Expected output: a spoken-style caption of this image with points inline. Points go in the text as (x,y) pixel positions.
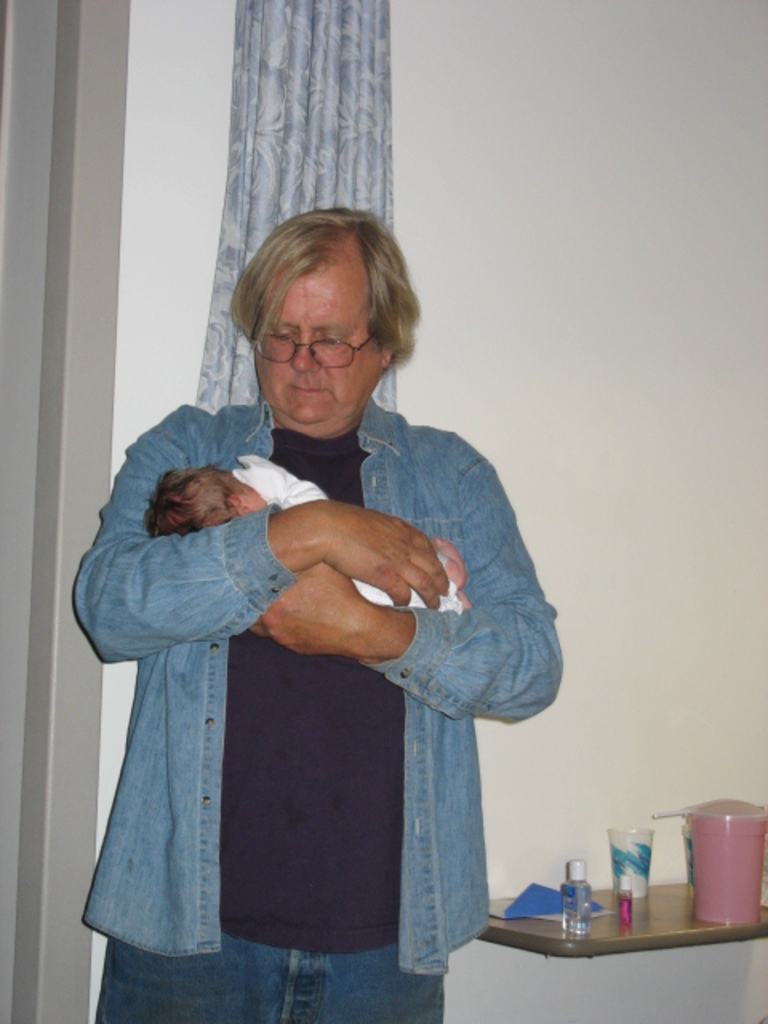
In this picture we can see a person (305,810), he is wearing a spectacles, he is carrying a child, here we can see a shelf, on this shelf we can see bottles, glass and some objects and in the background (496,952) we can see a wall (527,355), curtain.
